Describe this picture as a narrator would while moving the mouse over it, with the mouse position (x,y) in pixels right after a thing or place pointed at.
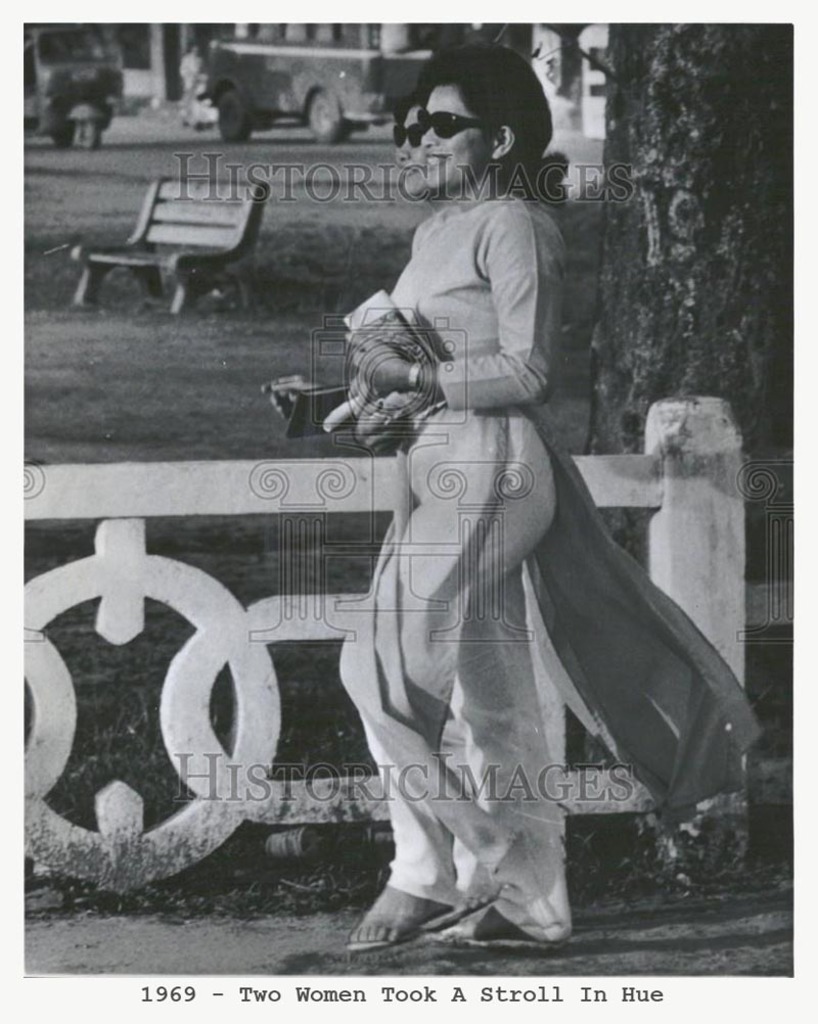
In this image we can see black and white picture of a woman (447,403) holding objects (405,396) in her hands (405,396) standing on the ground (323,955). In the center of the image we can see a barricade (694,513), bench (212,265) placed on the ground (256,305). In the right side of the image (659,239) we can see a tree (676,138). At the top of the image (333,53) we can see some vehicles (83,121) parked on the road (246,152). At the bottom of the image (330,999) we can see some text (444,999).
